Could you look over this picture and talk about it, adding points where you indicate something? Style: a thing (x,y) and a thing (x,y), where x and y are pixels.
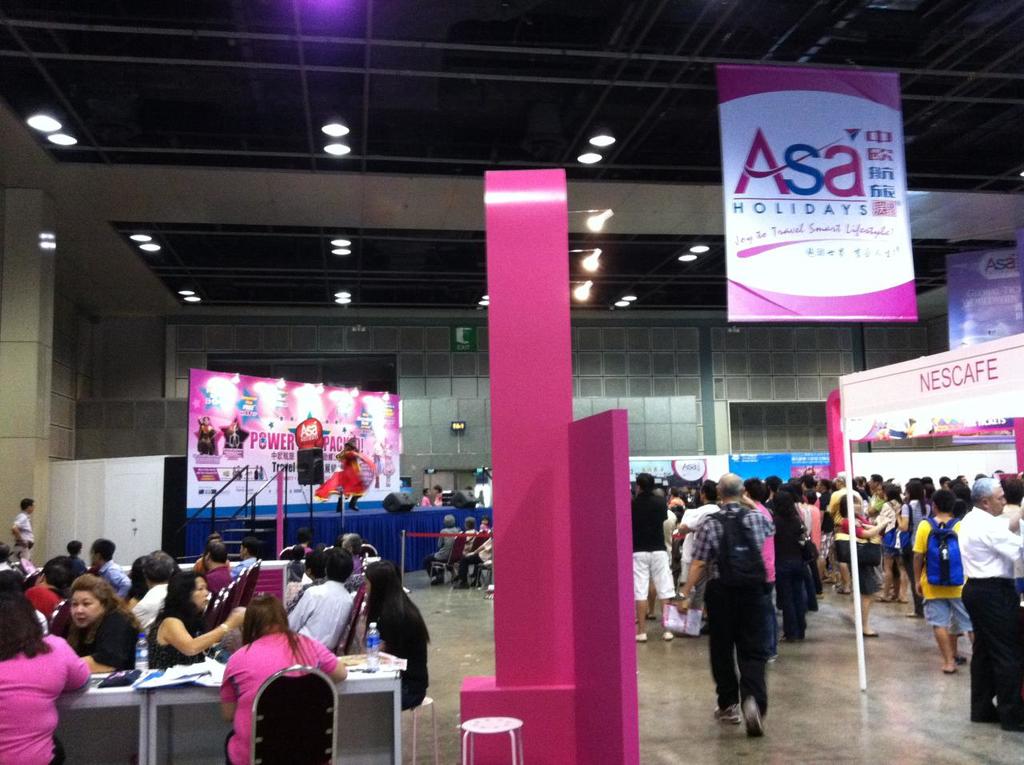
In this image I can see group of people (248,730), some are sitting and some are walking. I can also see few banners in pink and white color and they are attached to the poles (281,516). Background (262,535) I can see few stairs (230,524) and lights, and the wall (444,344) is in gray color.
